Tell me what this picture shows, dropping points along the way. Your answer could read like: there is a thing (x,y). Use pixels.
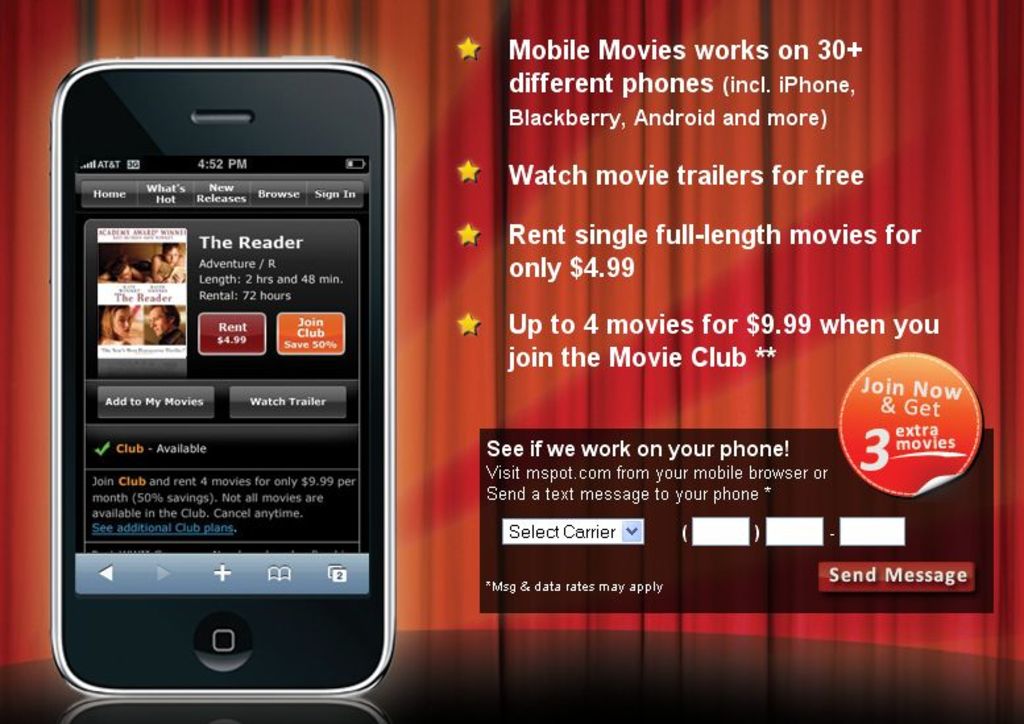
There is an image of a mobile phone (202,574). Some matter (519,162) is written on the right (963,406). There are red curtains (979,269) at the back (713,6).
